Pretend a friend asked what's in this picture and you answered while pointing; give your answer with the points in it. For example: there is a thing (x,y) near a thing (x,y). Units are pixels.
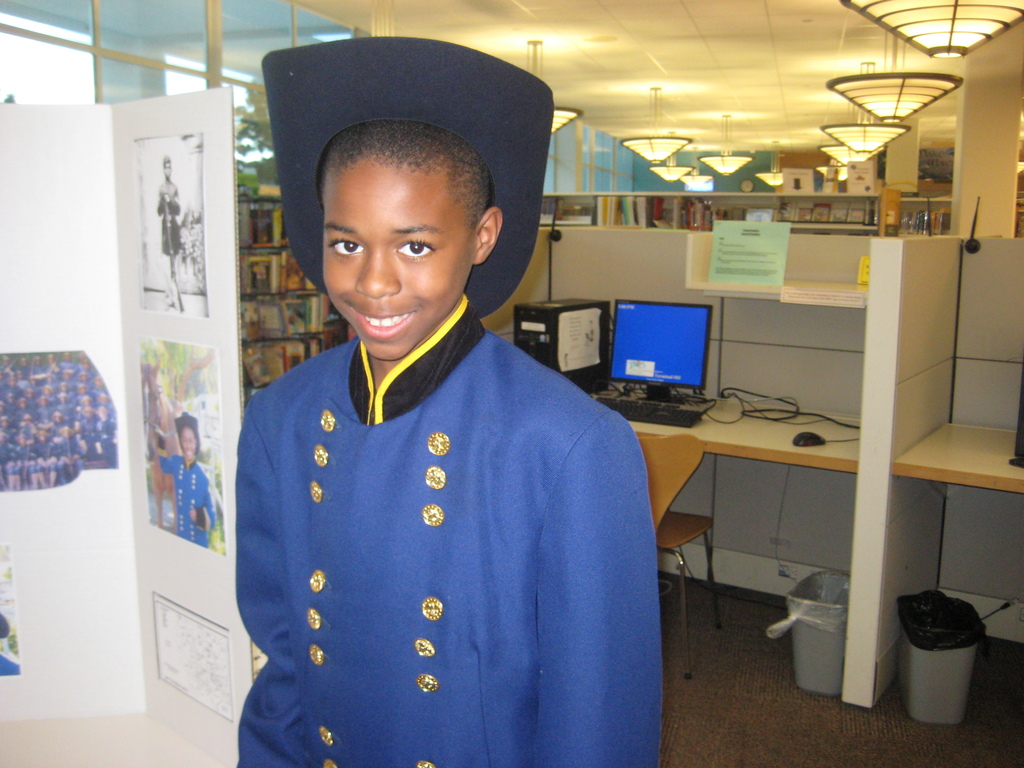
This picture shows a boy (627,731) standing with a smile (389,316) on their face (405,320) and we see a computer (633,381) on the table (727,447) and we see a chair (671,456) and a bookshelf (249,325) and few posters (201,167) on the wall (213,126).
